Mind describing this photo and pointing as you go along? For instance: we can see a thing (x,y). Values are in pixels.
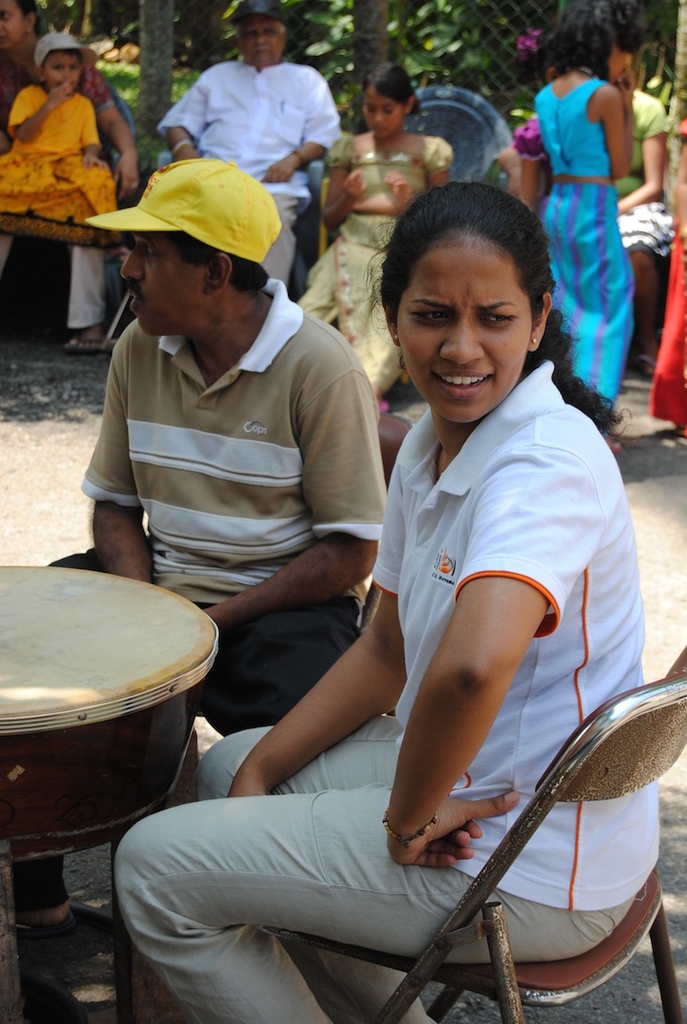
This picture contains many people (366,160) sitting on the chair (487,135). Woman (466,326) in white t-shirt (548,648) who is sitting on the chair (432,947) is smiling. Beside her, we see a man (257,364) in grey and white T-shirt (273,416) is wearing yellow cap (203,197) is sitting in front of drum (153,649). Behind them, we see an old man (266,110) in white shirt (282,143) sitting on chair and behind them, we see trees (454,49).
